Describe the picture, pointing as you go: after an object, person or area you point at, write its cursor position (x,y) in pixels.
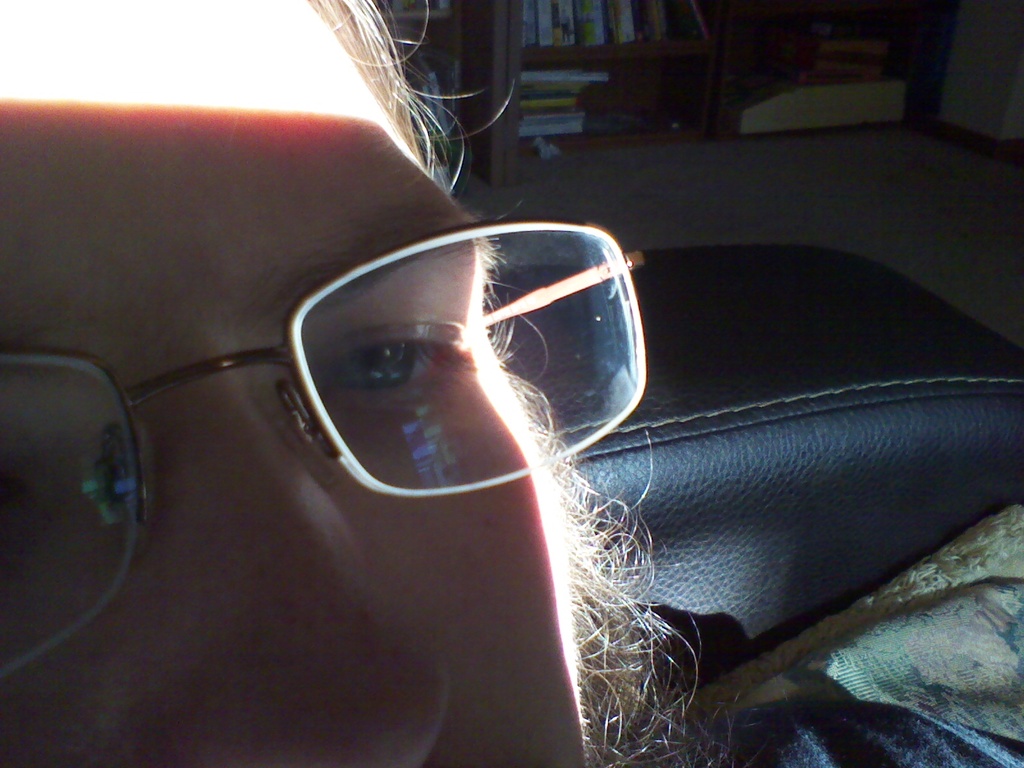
In this image we can see many books (822,48) are placed in the racks (762,46). There is a person (350,320) in the image. A person (229,558) is wearing a spectacle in the image.
